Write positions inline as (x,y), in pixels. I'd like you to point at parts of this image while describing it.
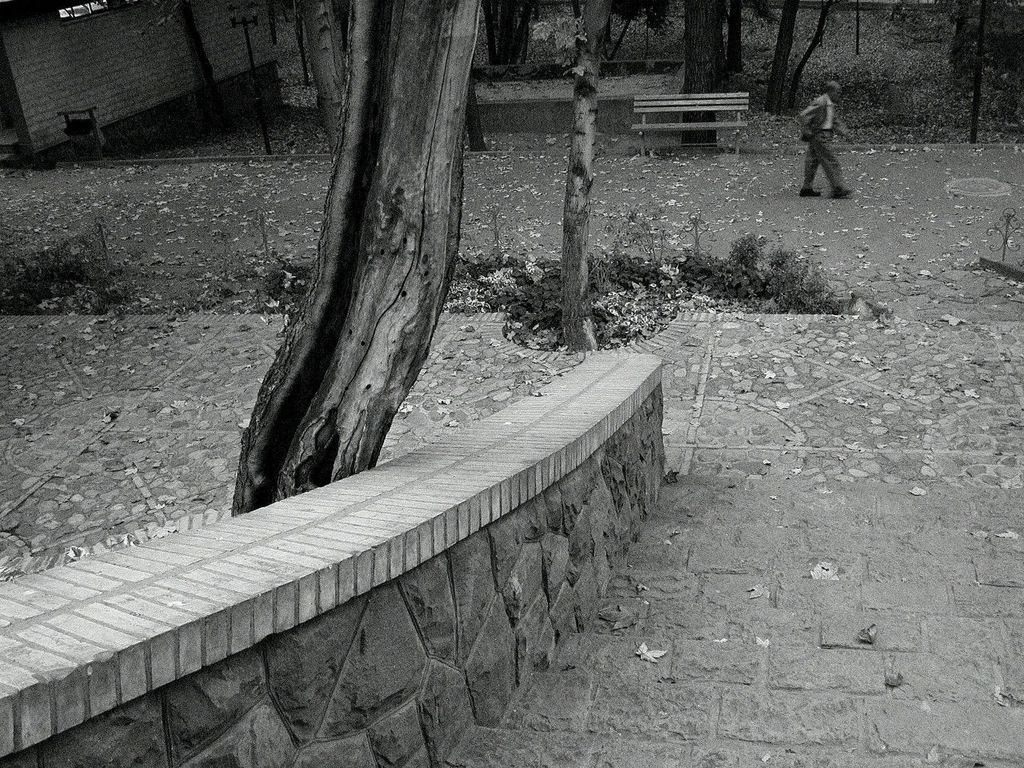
In this image, I can see a small ground (518,246) and a person (813,181) walking and there is a chair (688,101) and also, I can see few tree trunks (388,151) and few trees (712,62) after that i can see dried leafs (673,223) which is fallen on ground (910,217).
